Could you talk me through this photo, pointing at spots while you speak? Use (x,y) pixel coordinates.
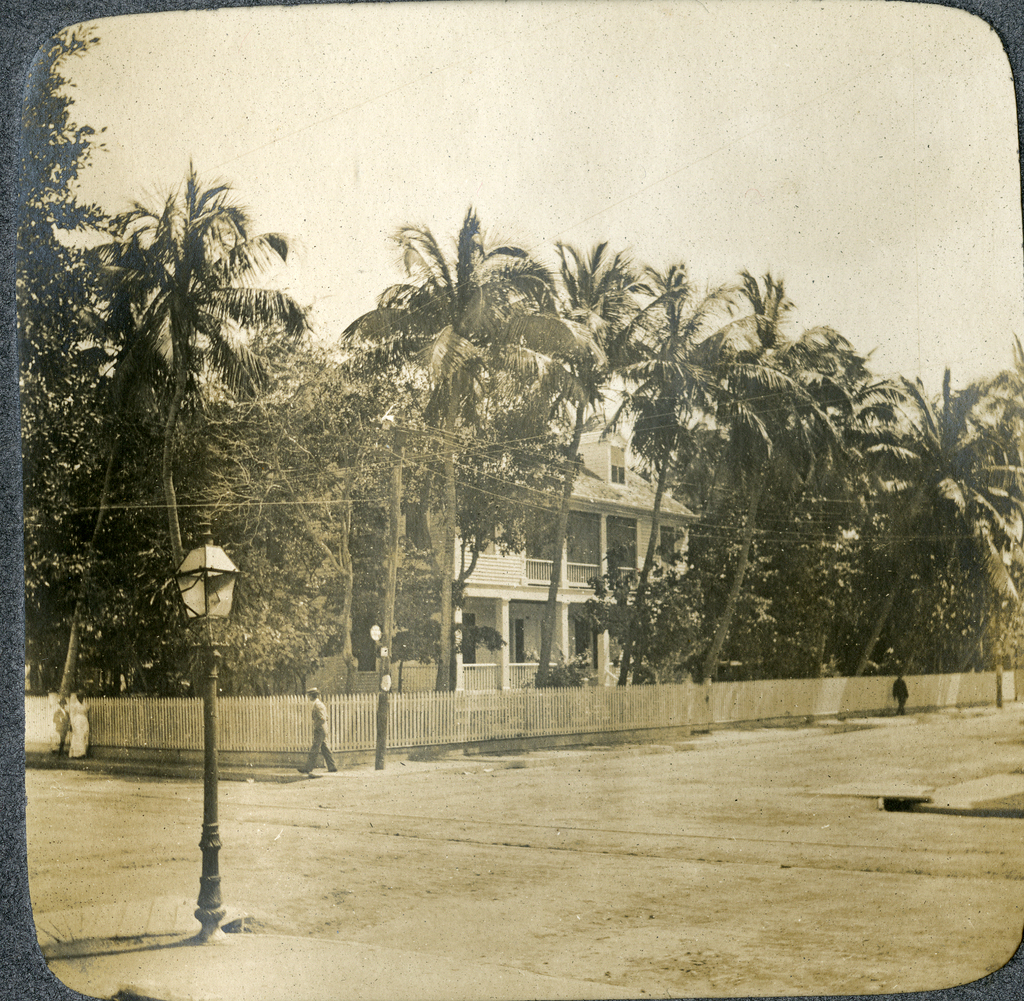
Here this is an edited image, in which we can see people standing and walking on the road (516,766) and we can also see a house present and that is covered with a wooden railing (430,729) outside and we can also see lamp posts (214,615) present and we can also see plants (332,593) and trees (327,547) present and we can see the sky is cloudy.
